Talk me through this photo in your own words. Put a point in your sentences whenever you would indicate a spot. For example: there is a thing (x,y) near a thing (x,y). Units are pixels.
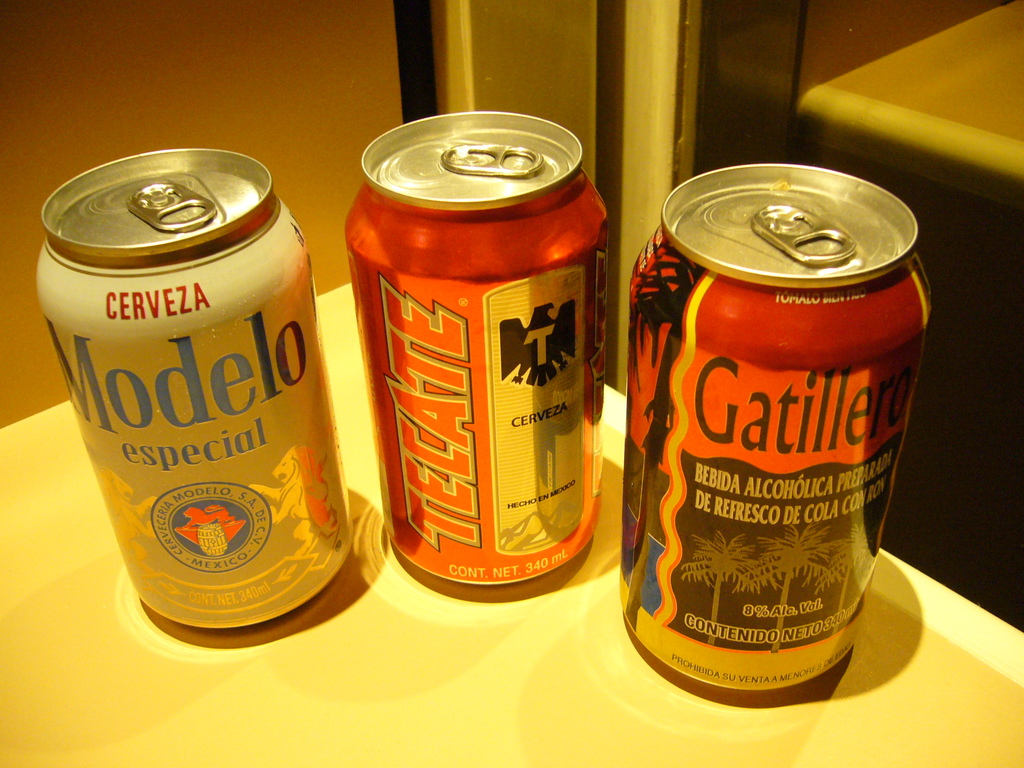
This image consists of three cans (600,496). Two are in red color, one is in white color. They are placed on a table (396,642), which is in white color.
